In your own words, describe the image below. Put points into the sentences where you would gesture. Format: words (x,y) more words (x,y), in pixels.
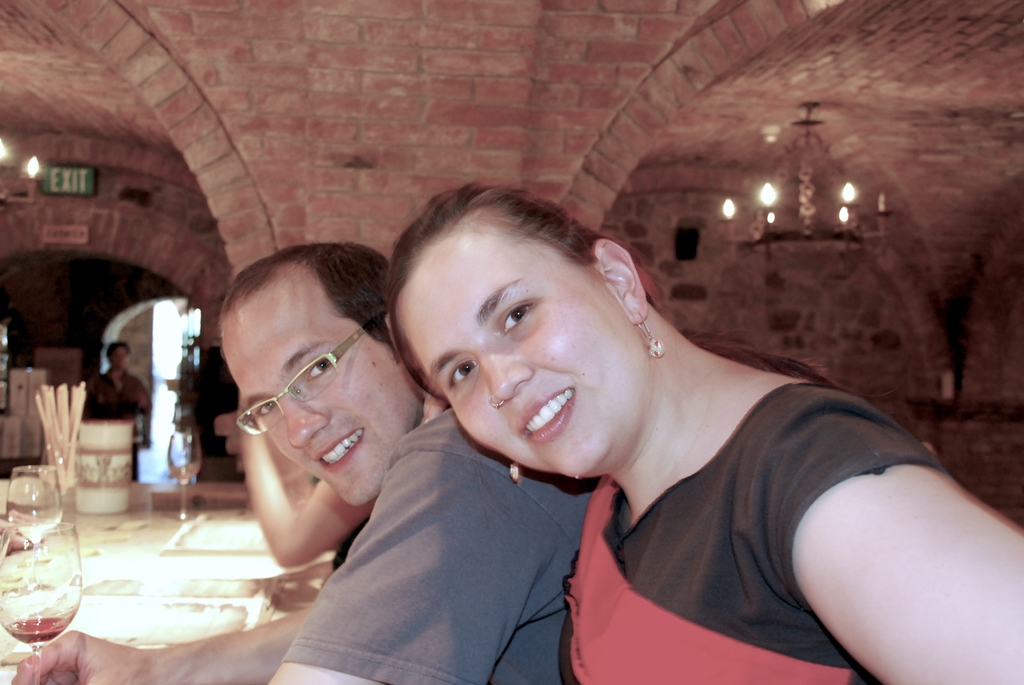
In the center of the image (556,279) there are two people (551,590). At the left (169,586) there is a table (153,594) and there are glasses (75,535), mugs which are placed on the table (209,599). In the background (737,185) there is a brick wall (362,127). At the top (815,124) there is a chandelier (812,213).
